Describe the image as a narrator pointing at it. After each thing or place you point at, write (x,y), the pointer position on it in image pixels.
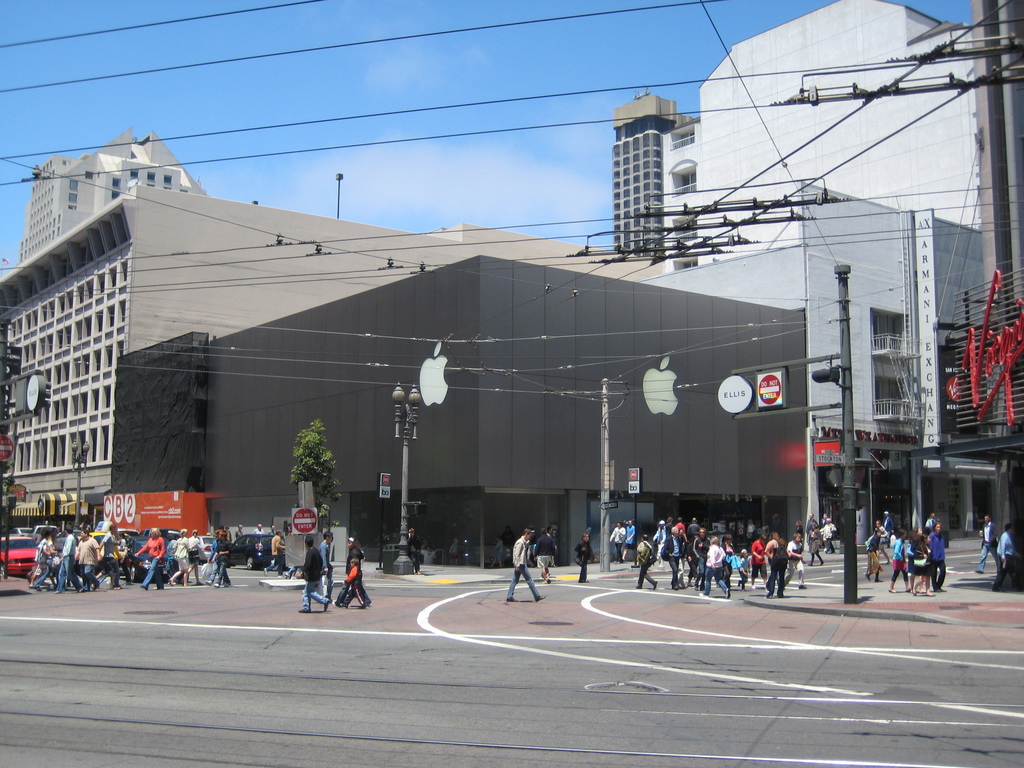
There are roads (221,629). Also there are many people (94,554) and vehicles (19,545). There are light poles (404,440) and electric poles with wires (214,356). In the back (219,317) there are buildings (542,304) with name boards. In the background (407,152) there is sky (268,75).
